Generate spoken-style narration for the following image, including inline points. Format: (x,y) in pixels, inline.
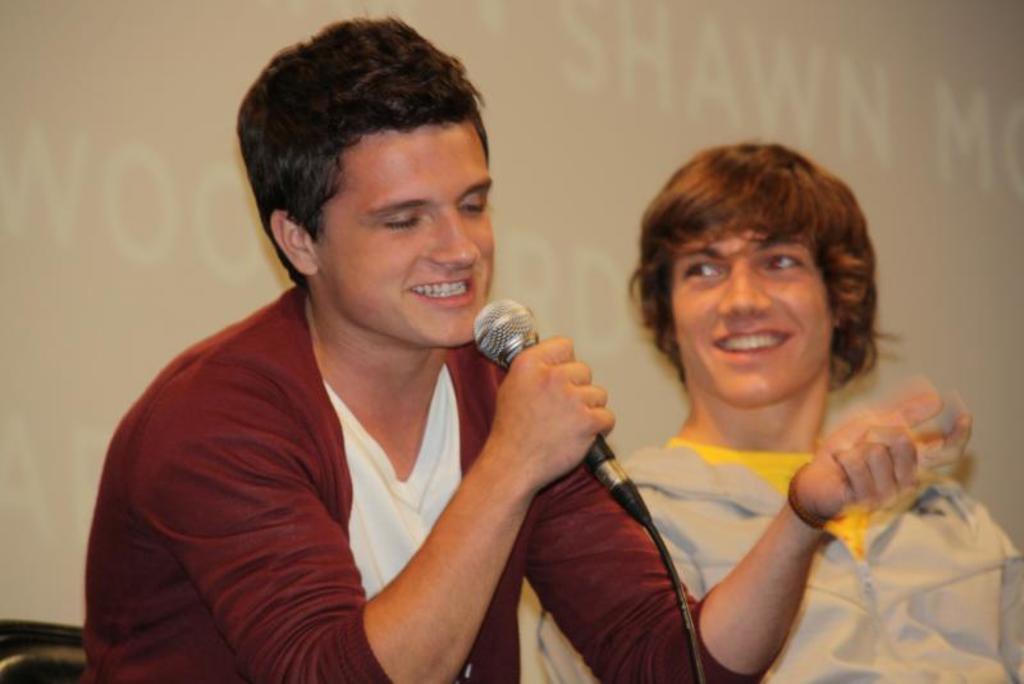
There are two persons (769,360). One in brown color t-shirt (232,505) and other one in grey color t-shirt (937,578) laughing and one of them holding a mic (496,357) and talking. In the background (548,65), there is a wallpaper (980,152) which is in white color.
